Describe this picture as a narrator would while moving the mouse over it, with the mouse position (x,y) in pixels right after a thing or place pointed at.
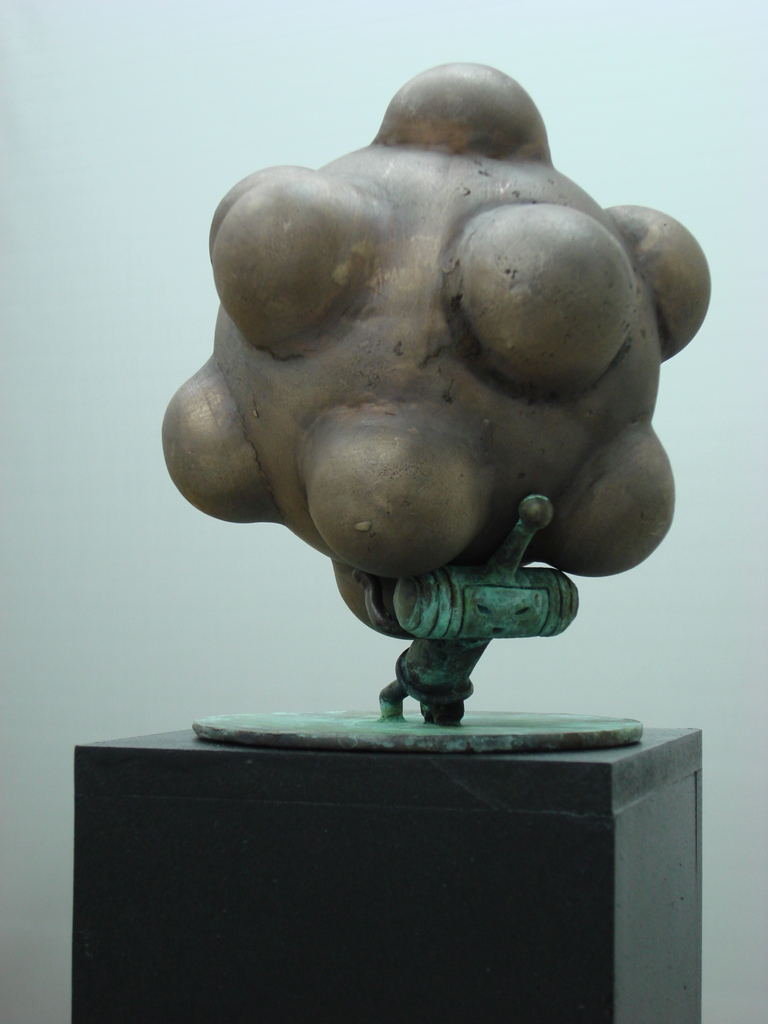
In this picture there is a sculpture (449,510). At the bottom (457,789) there is a table (394,780). At the back (168,507) there is a wall (148,254).
